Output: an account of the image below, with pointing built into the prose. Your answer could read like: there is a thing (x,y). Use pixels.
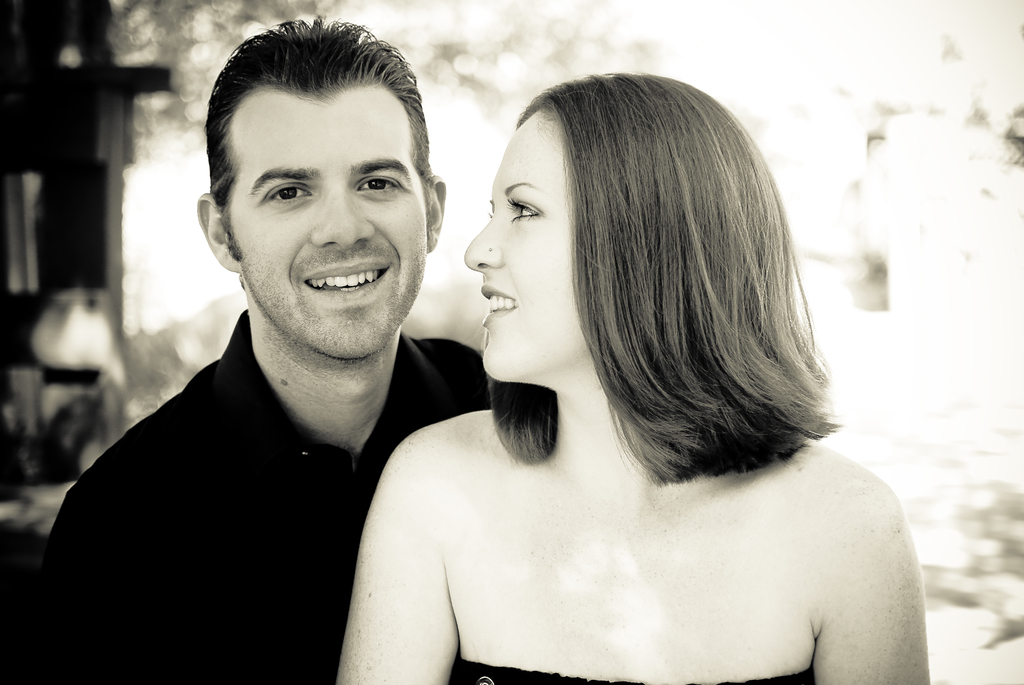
In this picture we can see a man (226,213) and a woman (786,298) smiling. We can see a few objects (93,205) in the background (76,211). Background (14,504) is blurry.
